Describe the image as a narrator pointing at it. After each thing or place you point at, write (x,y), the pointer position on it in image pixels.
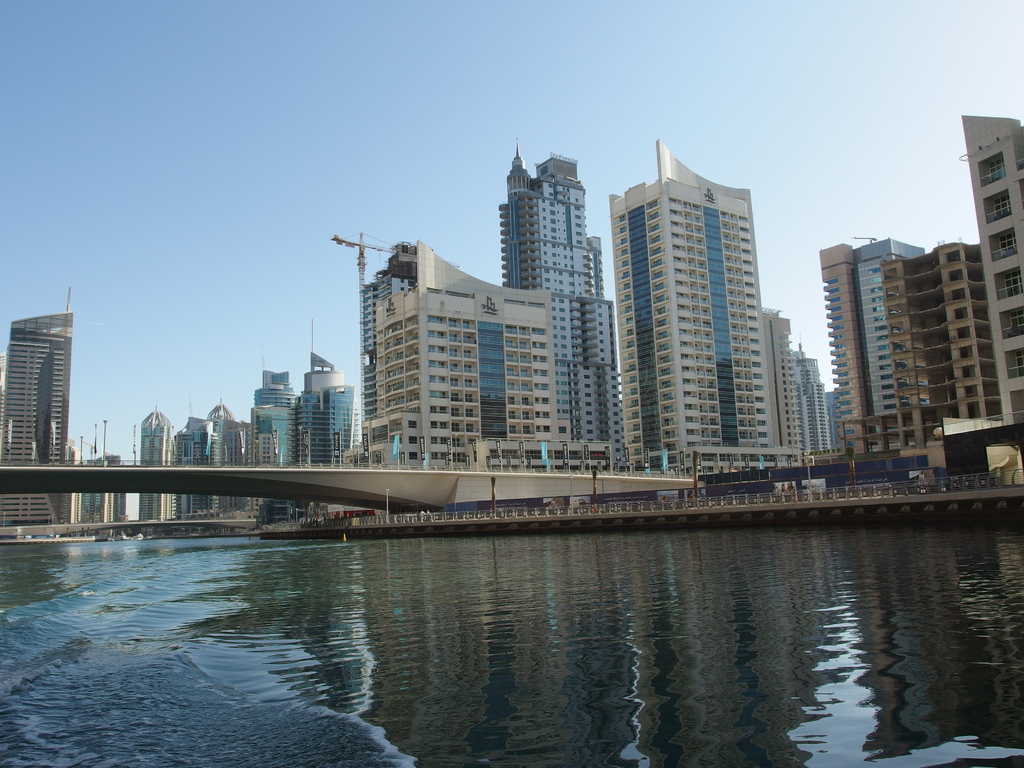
Here in this picture we can see buildings (555,241) present all over there and in the front (615,555) we can see water (485,552) present all over there and in the middle (400,483) we can see a bridge (37,468) present over there.
